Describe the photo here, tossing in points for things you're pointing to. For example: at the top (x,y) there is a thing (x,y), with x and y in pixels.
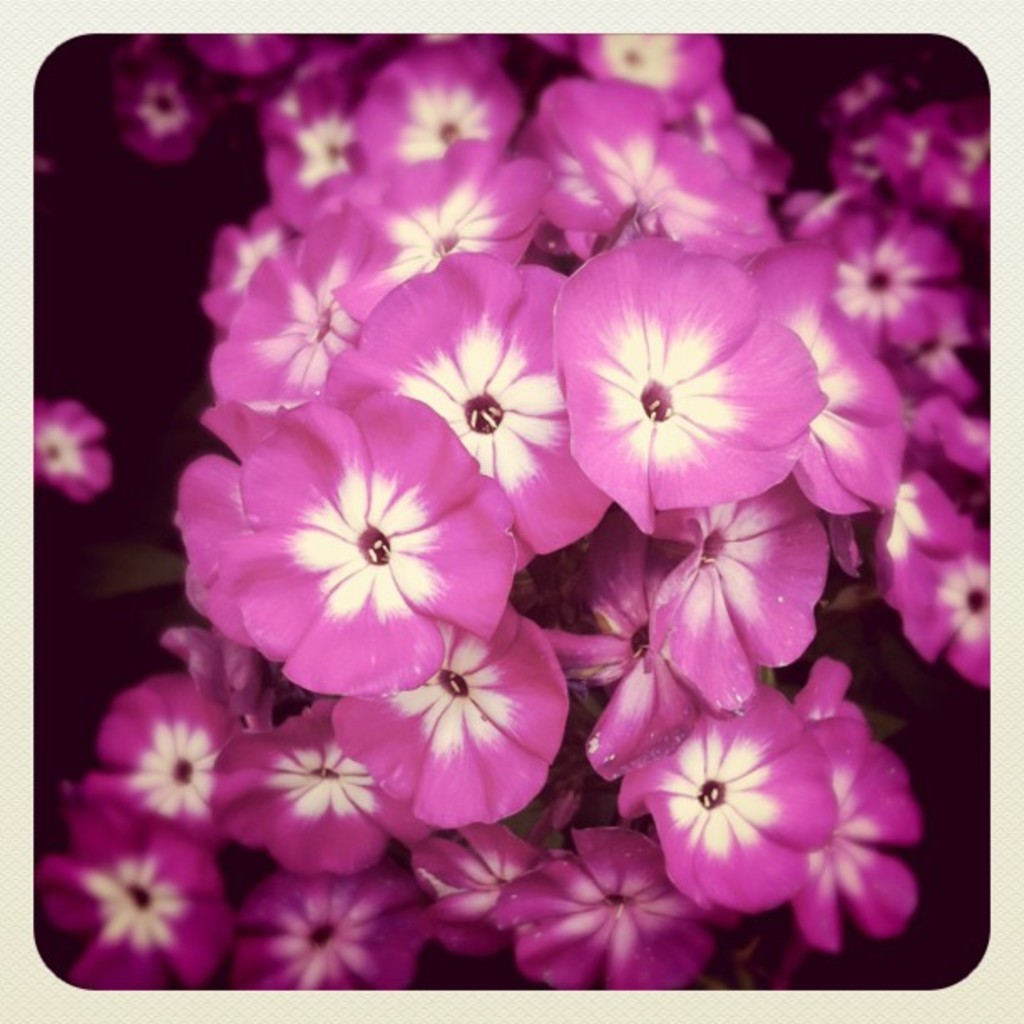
In this image I can see few purple and white color flowers (606,391) and background (147,214) is dark.
